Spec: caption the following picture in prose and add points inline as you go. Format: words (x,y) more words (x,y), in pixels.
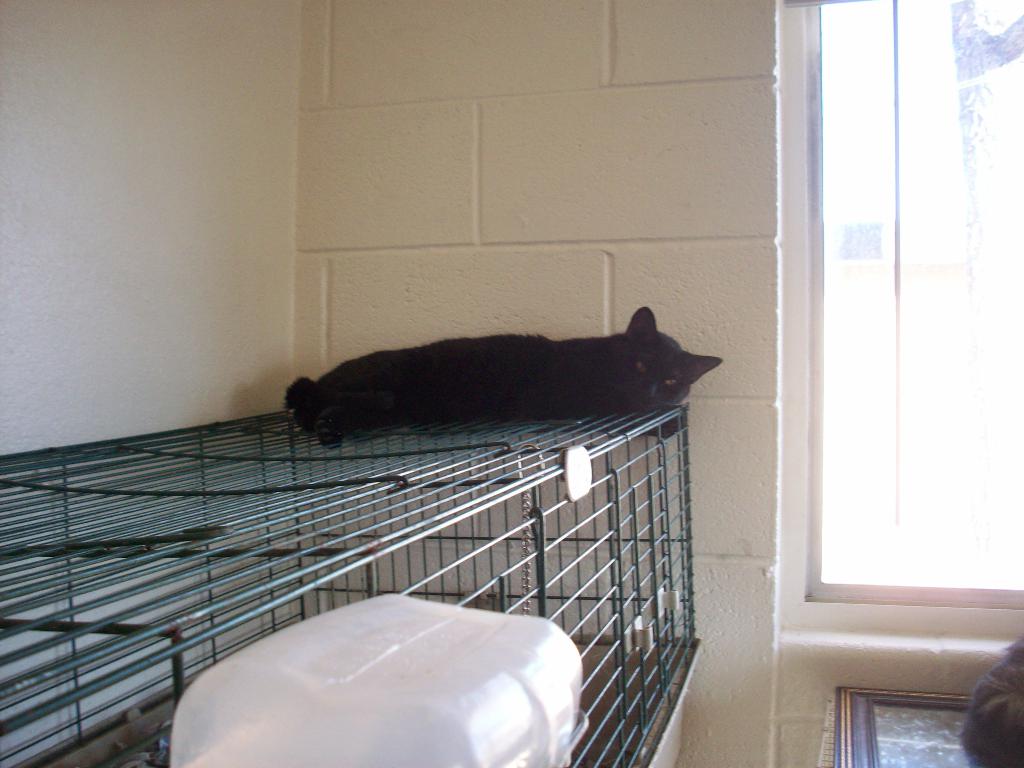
In this picture, we see a black cat (708,359) is on the iron object (356,488) which looks like a cage (310,600). Beside that, we see a white color object (361,697). In the right bottom (938,696), we see a table (878,758). In the background (790,740), we see a wall (719,695) and a glass window (838,227).
